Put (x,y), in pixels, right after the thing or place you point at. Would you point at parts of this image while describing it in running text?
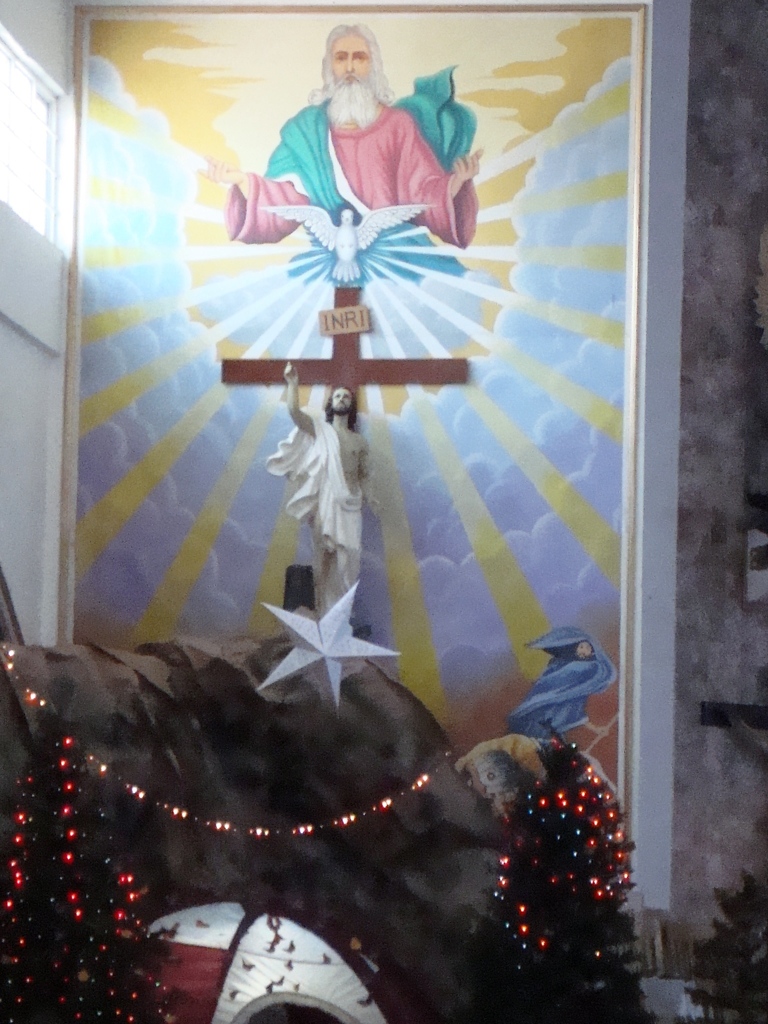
This picture is clicked inside. In the foreground (592,927) we can see the Christmas trees (48,839), decoration lights (361,815) and some other items (370,941). In the center (347,527) we can see the sculpture (349,487) of a person (314,520) and in the background (710,267) there is a wall (718,480) and a picture frame (565,136) on which we can see the picture (265,267) of a person (349,184) and a bird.
